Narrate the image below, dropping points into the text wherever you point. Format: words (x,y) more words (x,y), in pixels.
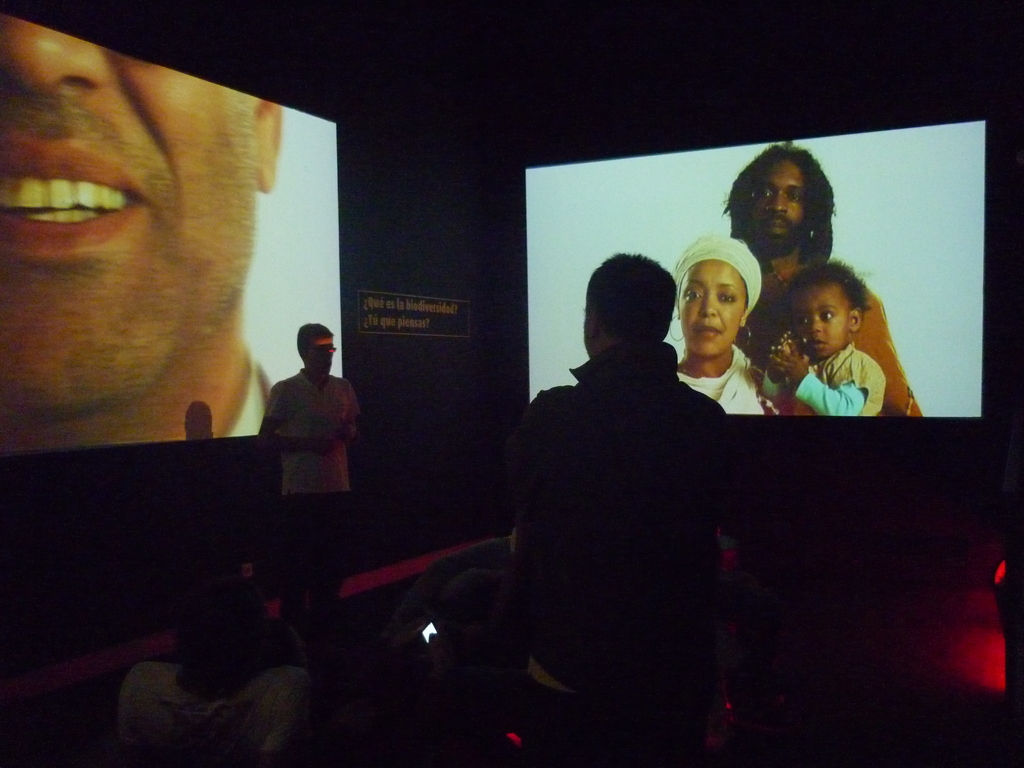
In this image there are a few people (408,635) sitting on chair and few are standing, in the background (895,189) there are screen (871,272), on that screen (884,284) there are pictures (719,266).
